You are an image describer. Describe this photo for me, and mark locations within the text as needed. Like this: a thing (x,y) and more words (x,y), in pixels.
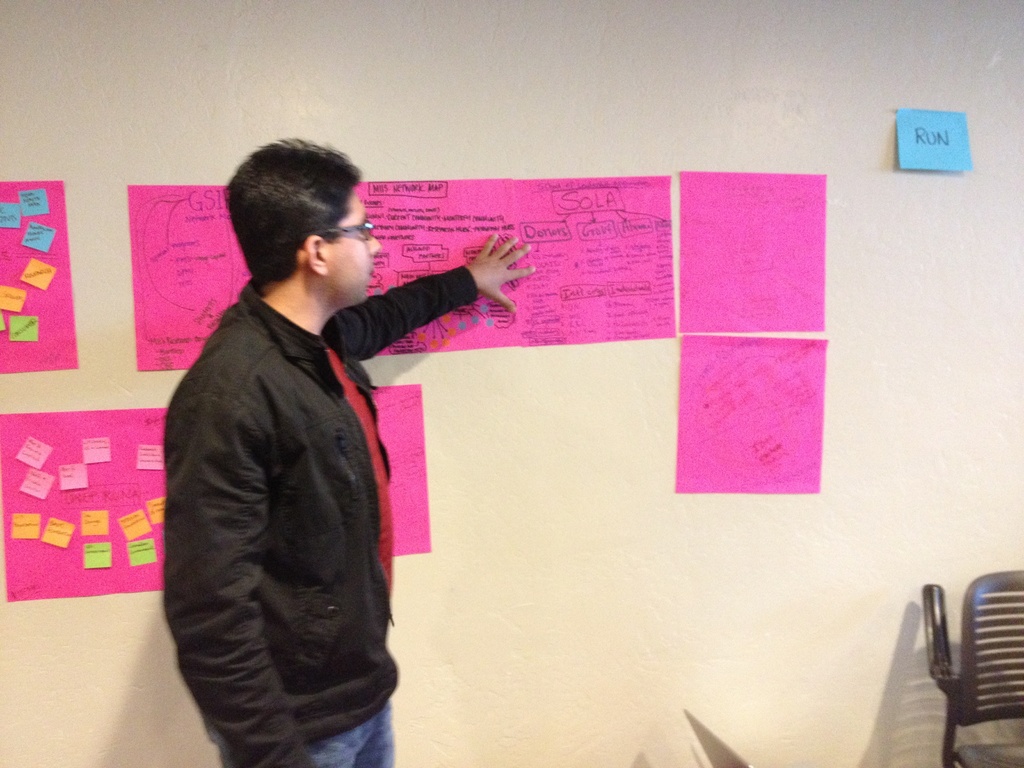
In the center of the picture (396,321) there is a person (271,491) standing wearing a black jacket (271,523). On the right (971,662) there is a chair (963,669). Behind the person (254,517) there are charts (146,334) attached to the wall (55,626).
